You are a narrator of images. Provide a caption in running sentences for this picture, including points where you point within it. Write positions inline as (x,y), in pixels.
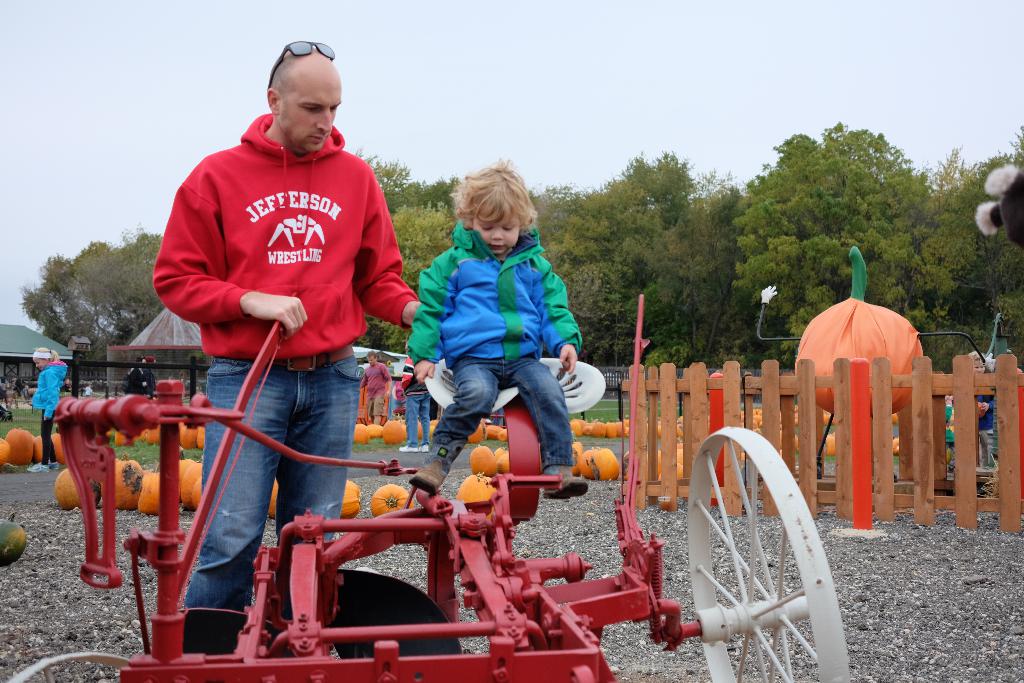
In this image I can see a person (277,221) wearing red and blue colored dress (321,256) is standing and a child (471,350) wearing green and blue colored dress (472,316) is sitting on a white and red colored object (481,604). In the background (157,506) I can see few pumpkins (134,486) on the ground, few persons (146,388), few sheds (167,338), the railing (730,408), few trees (155,317) and the sky (643,83).
